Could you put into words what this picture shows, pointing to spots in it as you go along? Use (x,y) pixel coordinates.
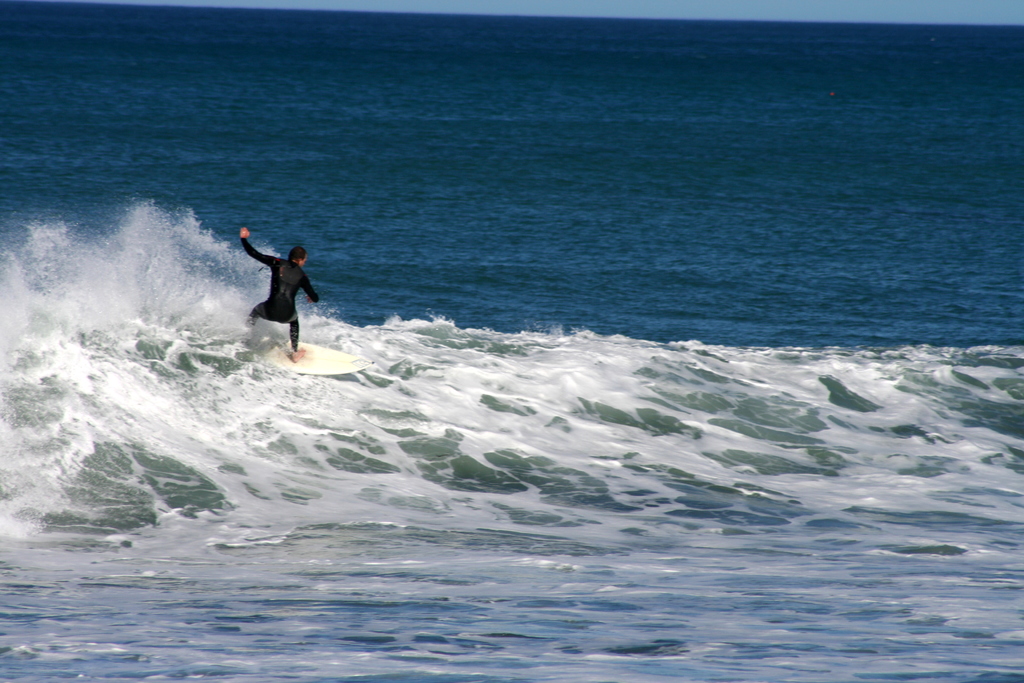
In this image I can see a person (304,351) surfing in water (237,332) using surfboard (313,364) and the board (328,365) is in white color, and the person (290,290) is wearing black color dress (299,269).
